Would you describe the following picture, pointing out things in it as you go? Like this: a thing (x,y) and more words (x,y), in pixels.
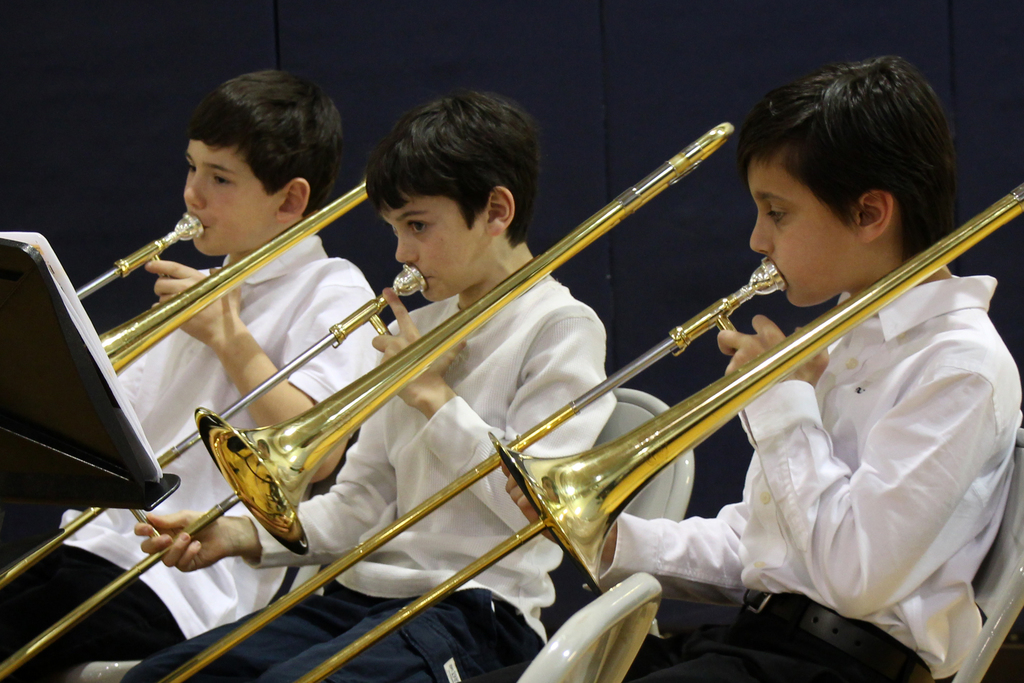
In the center of the image (431,437) we can see three persons (443,507) are sitting and they are holding and playing some musical instruments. In front of them, we can see one board (99,416). And we can see the dark background (168,184).
